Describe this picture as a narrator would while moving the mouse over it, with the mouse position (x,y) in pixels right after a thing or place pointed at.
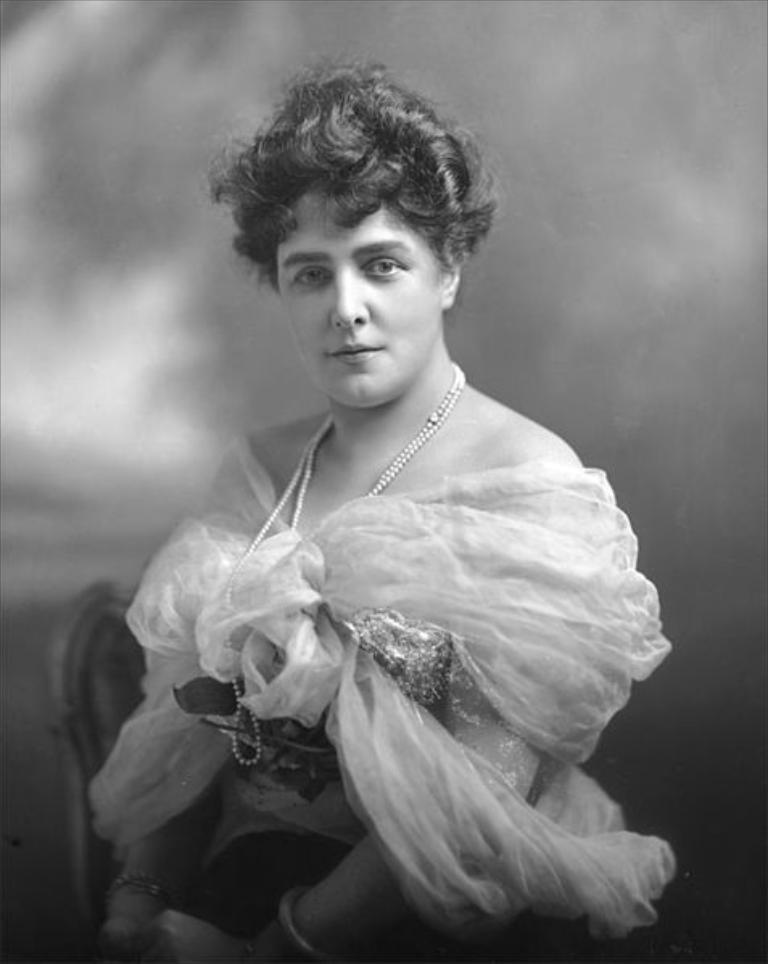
In this image we can see a lady (327,647). There is a chair (116,682) at the left side of the image (125,683).
